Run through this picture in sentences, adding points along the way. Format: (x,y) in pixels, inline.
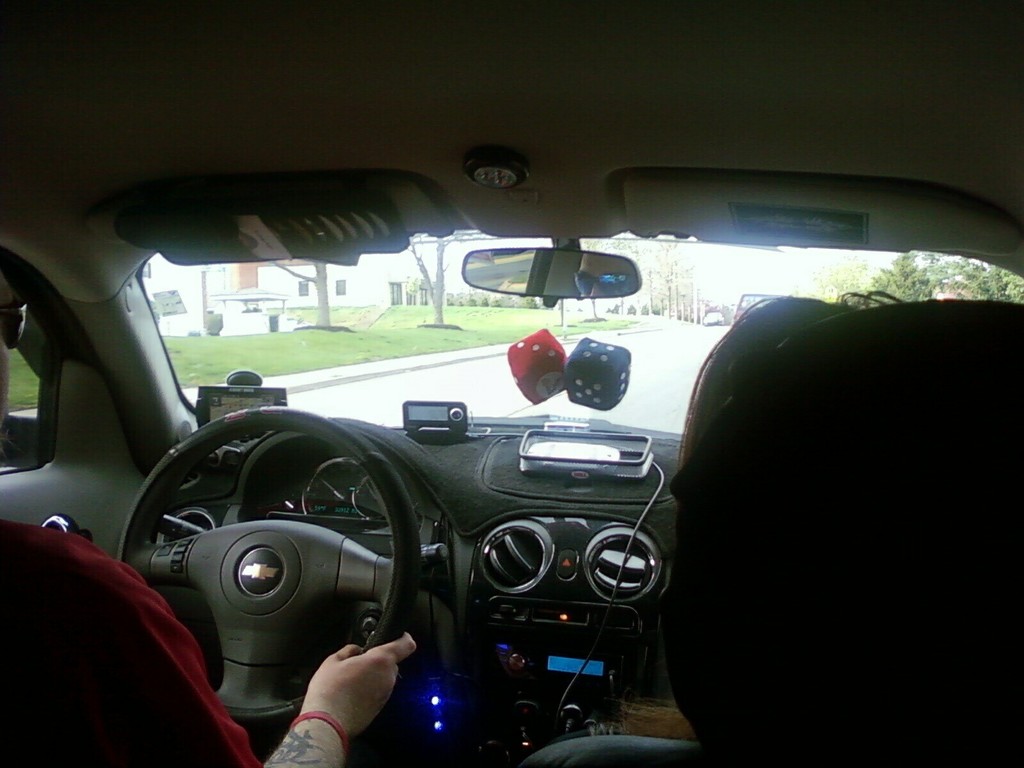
In this image we can see inside of a vehicle (317,421). There is a person (326,703) holding a steering (267,698). Through the vehicle (366,422) we can see trees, building (380,292) and road (646,334). On the ground (189,340) there is grass (270,346).
